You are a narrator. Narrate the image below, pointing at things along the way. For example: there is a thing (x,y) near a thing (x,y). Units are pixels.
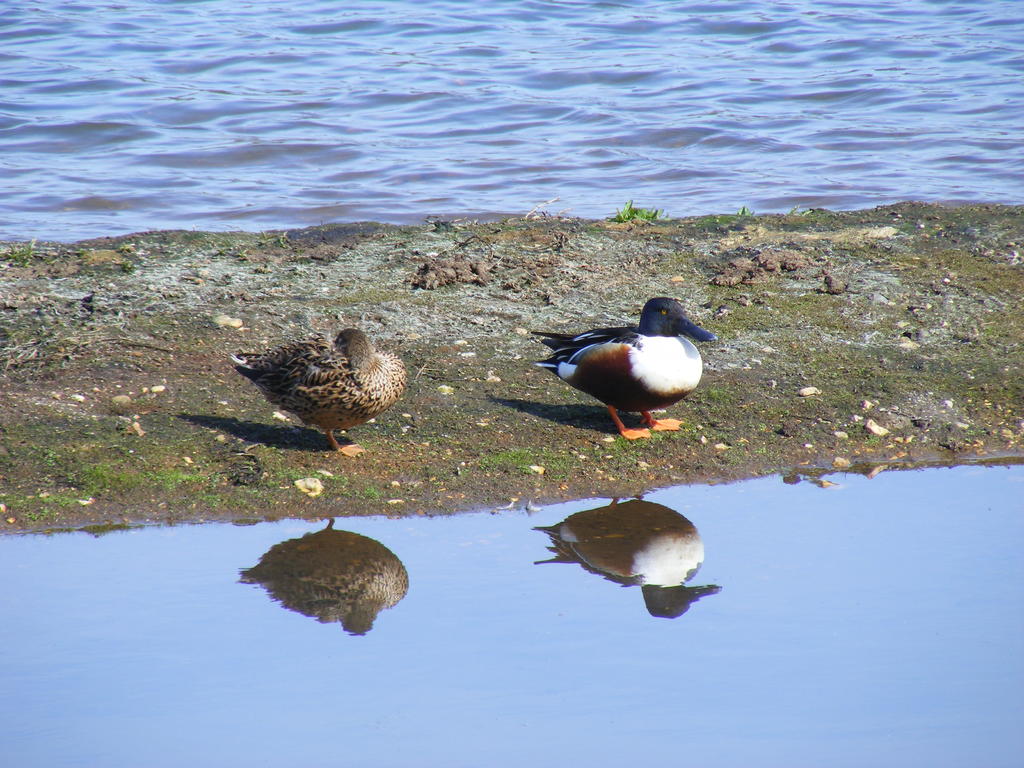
In this picture we can see birds (355,354) on the land (484,371), both sides we can see water (523,753).
